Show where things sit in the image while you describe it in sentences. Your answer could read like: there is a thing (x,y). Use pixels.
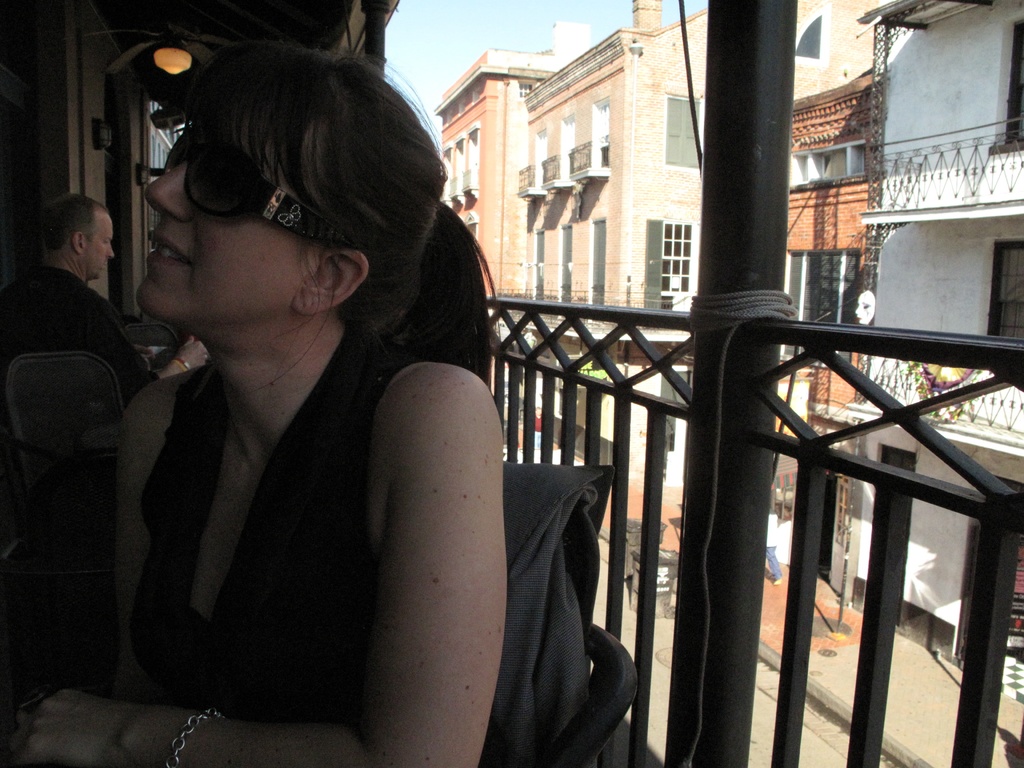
In the picture I can see a woman (234,589) wearing a black color dress (218,622) and glasses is sitting on the chair (581,709). Here we can see steel railing (880,521), we can see a person (49,315) also sitting on the chair (14,400) near the table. In the background (879,248), we can see ceiling lights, buildings (584,219), trash cans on the road (845,719) and the sky (452,10).
